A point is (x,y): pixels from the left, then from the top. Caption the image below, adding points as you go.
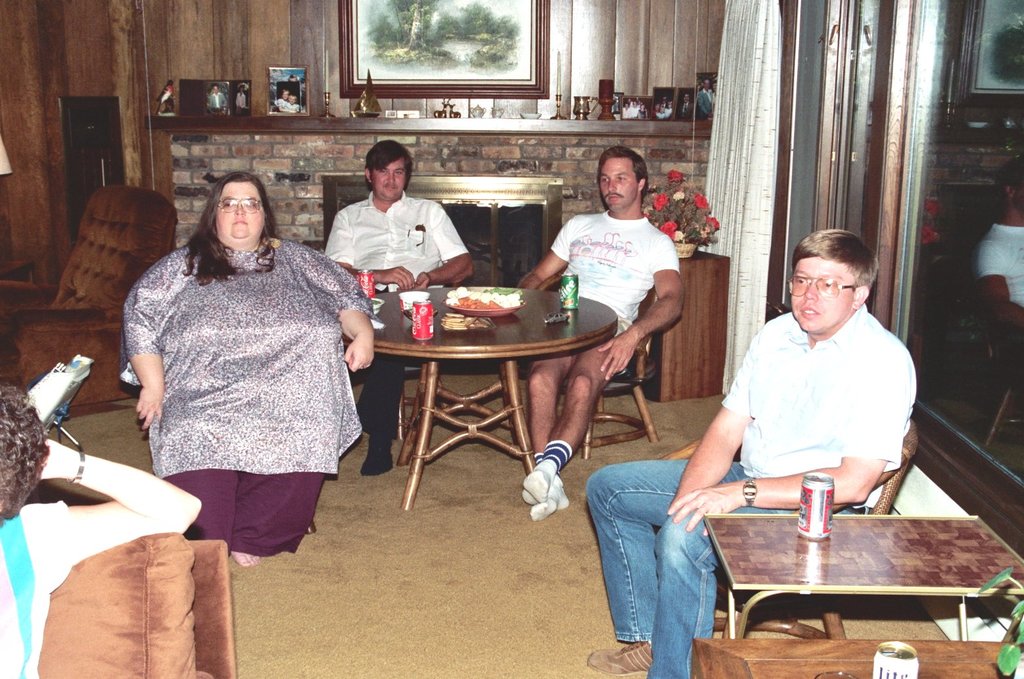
In this image I can see three men (592,285) and women (311,275) are sitting on chairs (624,395). I can see two of them are wearing specs (247,200). I can also see few tables (748,572) and on these tables (793,646) I can see few cans (814,492), food (472,293) and plants (690,213). I can also see a frame (482,43) on this wall (621,54) and here one more person (15,454).
